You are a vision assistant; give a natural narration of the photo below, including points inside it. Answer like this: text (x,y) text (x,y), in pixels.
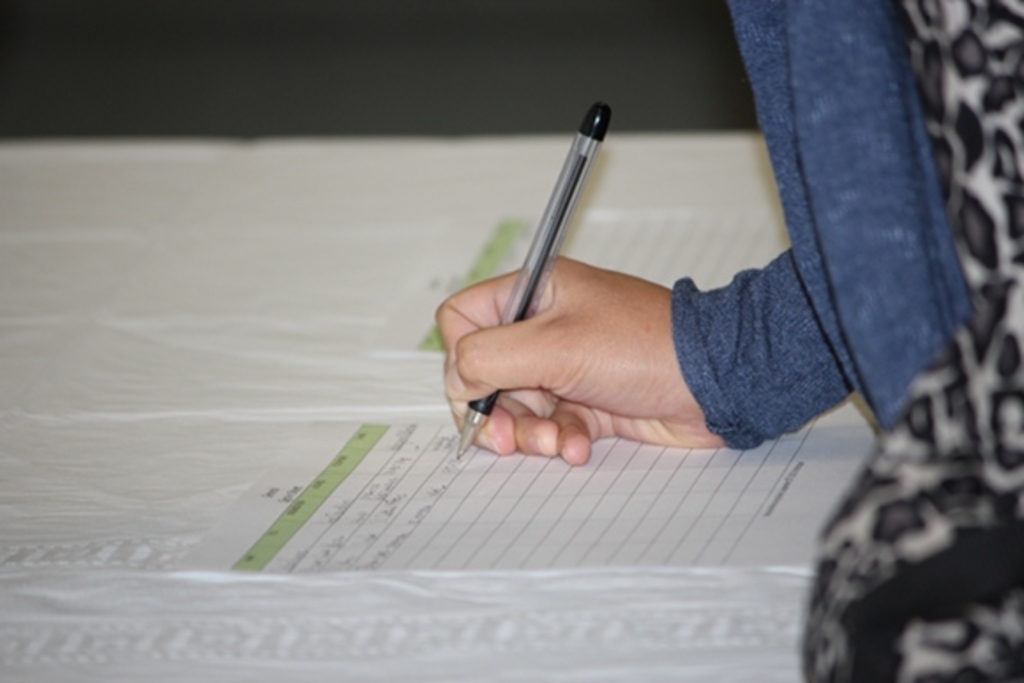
In this picture I can see a human (603,374) holding pen (528,297) and writing on the paper (563,542) and I can see another paper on the table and I can see a white color cloth (100,154) on the table (10,639).
